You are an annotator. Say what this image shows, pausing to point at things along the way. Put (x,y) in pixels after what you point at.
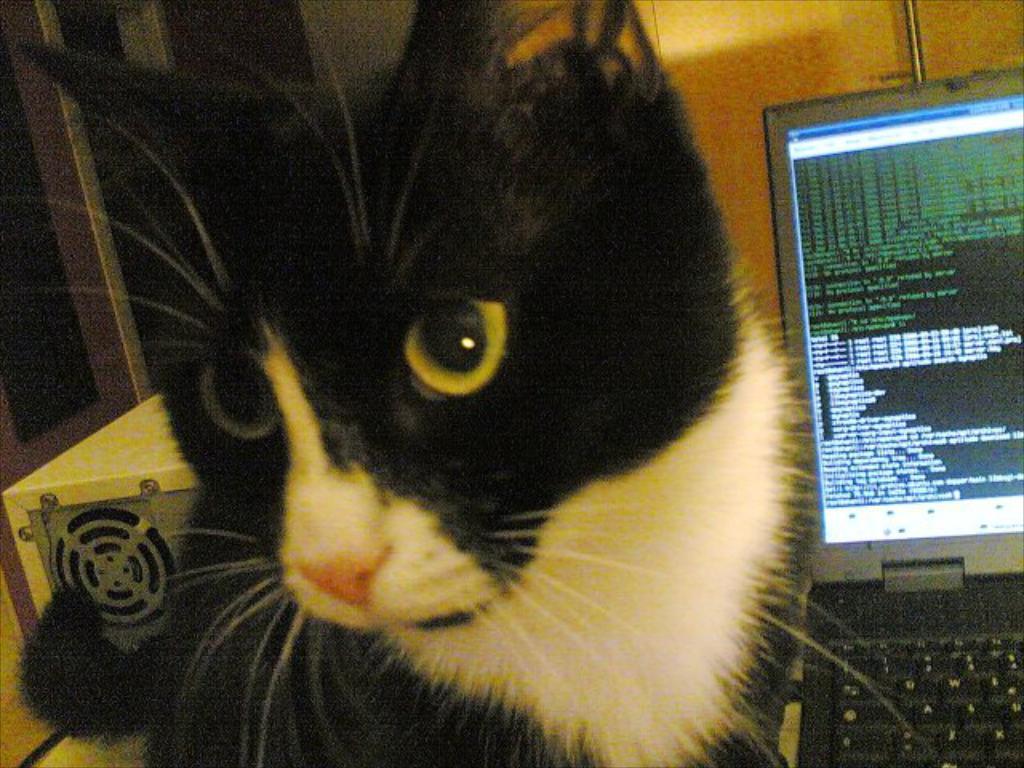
In this image we can see a cat (509,546) and we can see a laptop (855,359) and an object (171,492). And at the back (255,63) it looks like a wall (763,94) and window (54,321).
